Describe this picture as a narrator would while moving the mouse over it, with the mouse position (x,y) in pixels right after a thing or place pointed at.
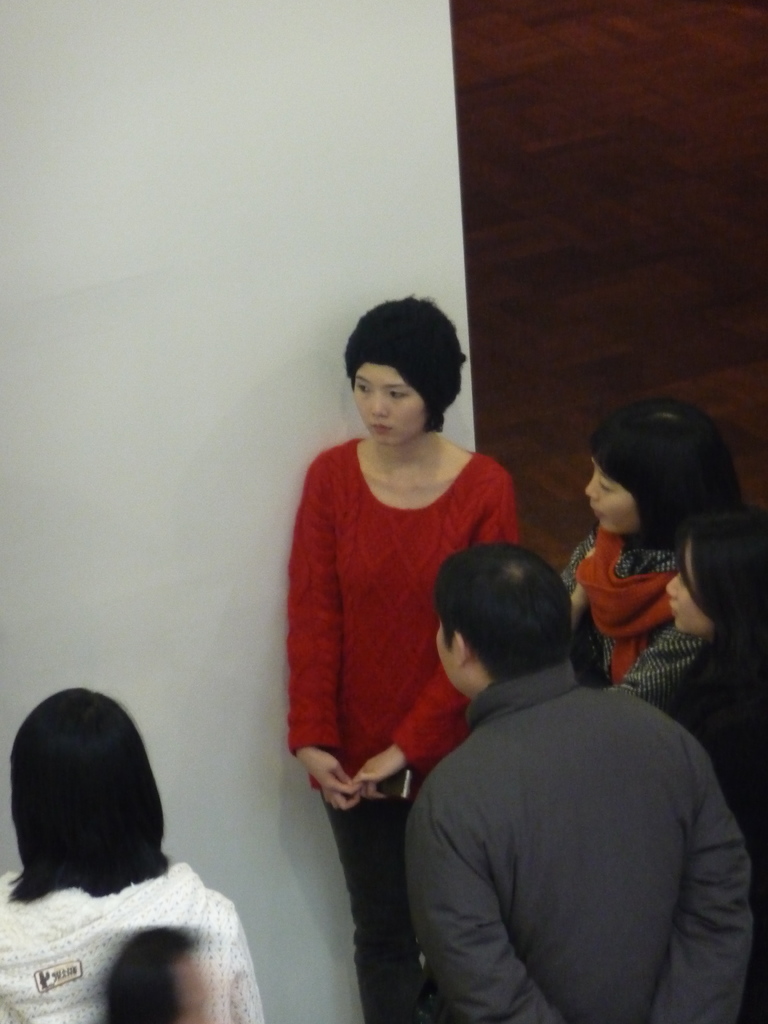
There is a group of persons (350,704) standing as we can see at the bottom of this image (418,732). There is a white color wall (235,464) on the left side of this image (208,288) and there is a floor (558,222) on the right side of this image (668,336).
